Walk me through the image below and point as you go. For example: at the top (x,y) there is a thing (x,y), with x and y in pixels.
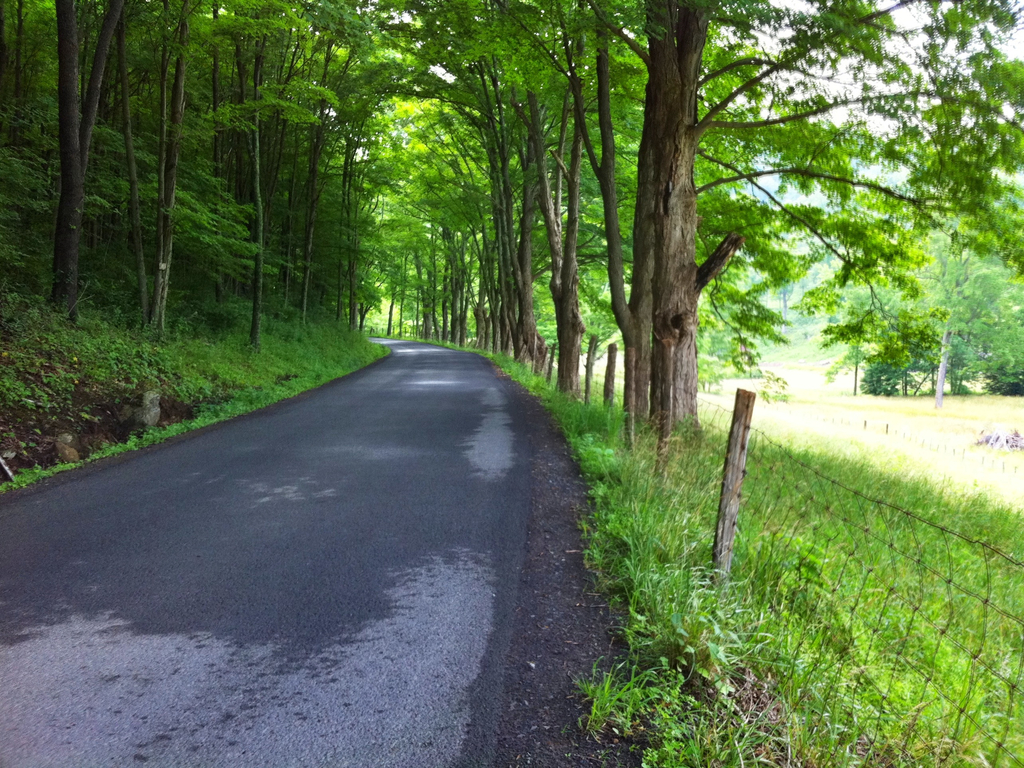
In this image we can see the road (501,665), wired fence (612,359), grass (906,589) and many trees (322,191) on either side.
